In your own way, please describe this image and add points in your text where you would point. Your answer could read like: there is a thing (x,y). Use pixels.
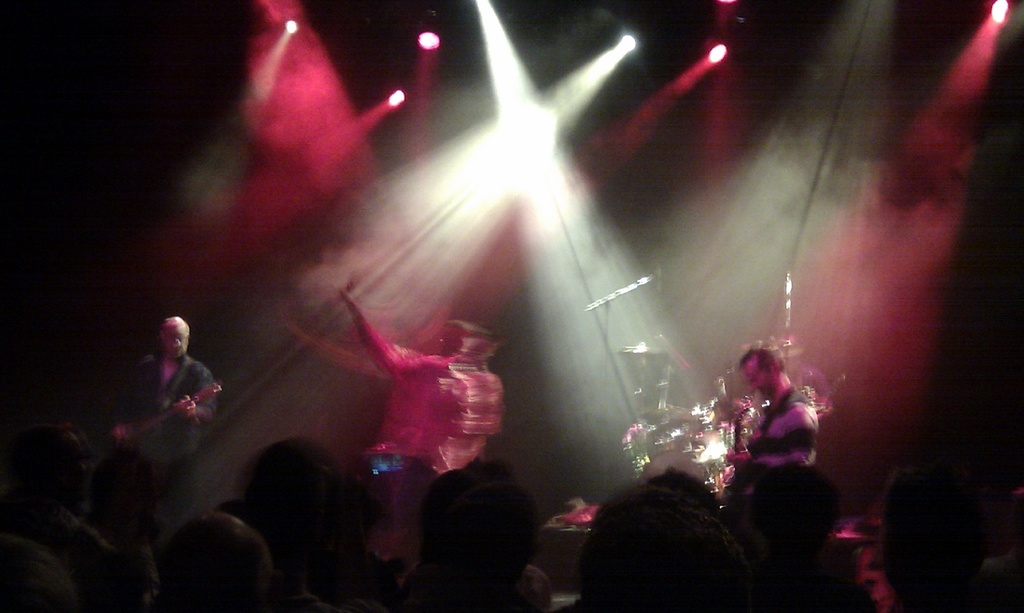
In this image I can see there are persons (485,441) playing a musical instrument (662,410). And at the top (531,129) there is a light (449,177) by reflection. And at the side, it looks like a dark. And at the back (715,415) there are musical instruments (719,485).
